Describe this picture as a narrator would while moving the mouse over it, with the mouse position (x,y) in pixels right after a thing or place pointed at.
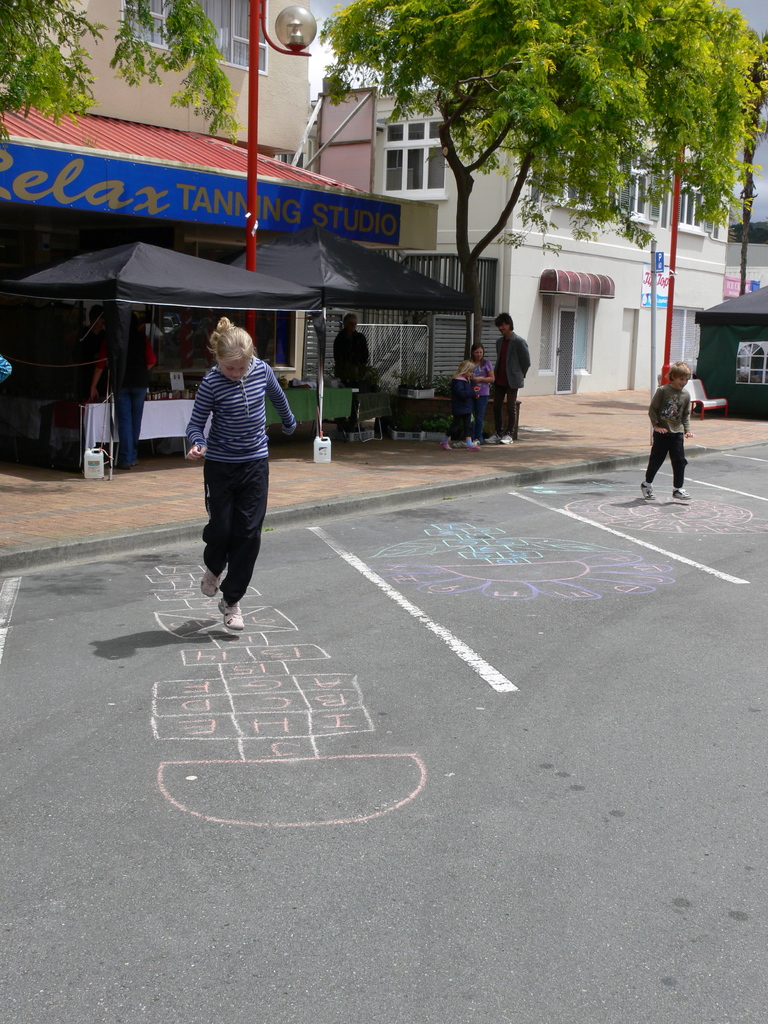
Here a girl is playing on the road (255,638), it is a store (271,304) and it's a green color tree (701,111). On the right side (670,223) there is a house (407,125).
